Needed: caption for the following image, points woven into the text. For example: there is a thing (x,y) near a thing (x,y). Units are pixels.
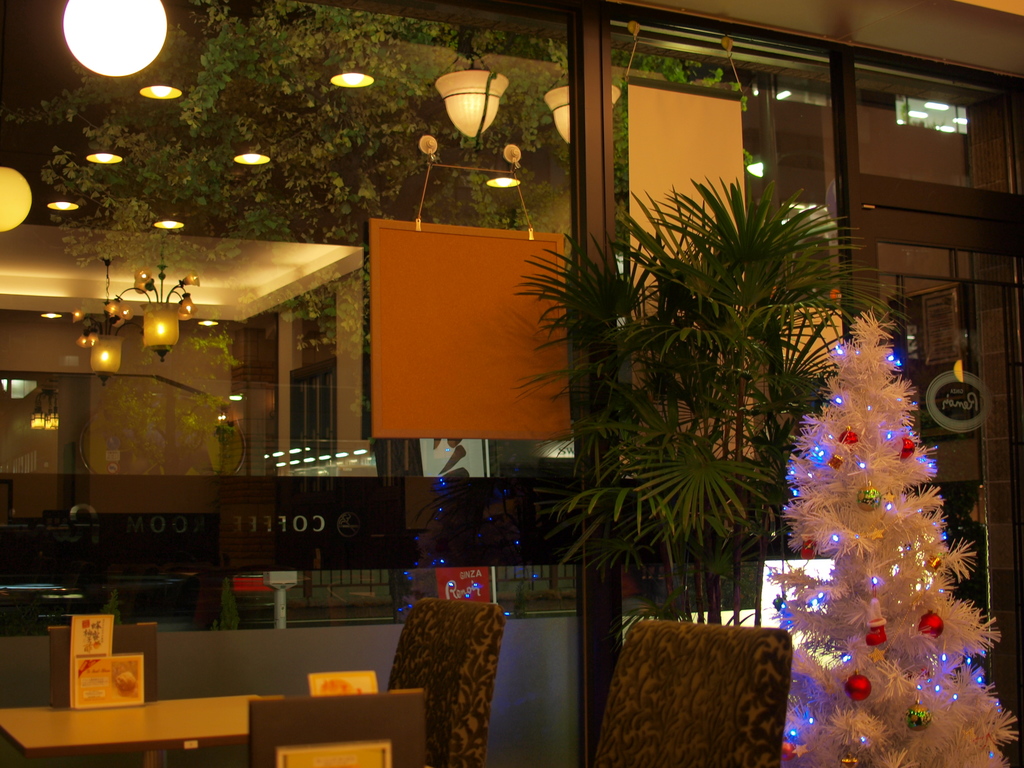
In this picture I can see the building (252,281). In the bottom right corner (946,683) I can see the plants (761,246) and Christmas tree (946,633). In the bottom left corner (54,745) I can see the table (46,728) and chairs (463,691). On the left (140,273) I can see some chandeliers (150,289) which are hanging on the roof (84,280). In the top right (873,186) there is a door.
